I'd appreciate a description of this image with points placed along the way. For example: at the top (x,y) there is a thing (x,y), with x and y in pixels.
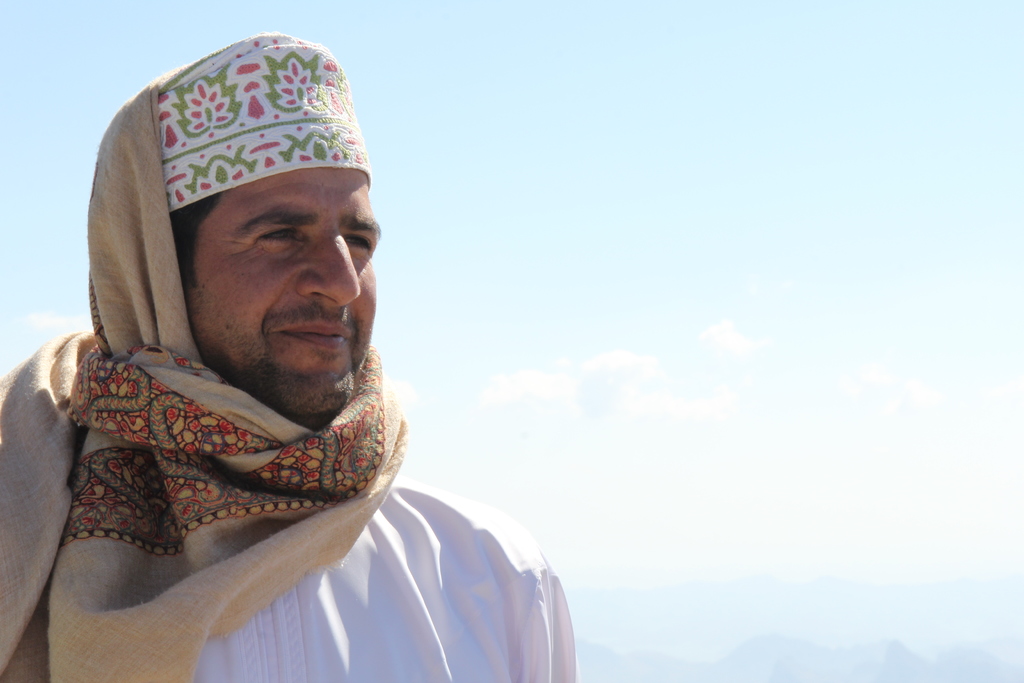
In this picture we can see a man (262,352) with the scarf (126,350) and a cap (231,99). Behind the man (223,367) there is the sky (597,253).
